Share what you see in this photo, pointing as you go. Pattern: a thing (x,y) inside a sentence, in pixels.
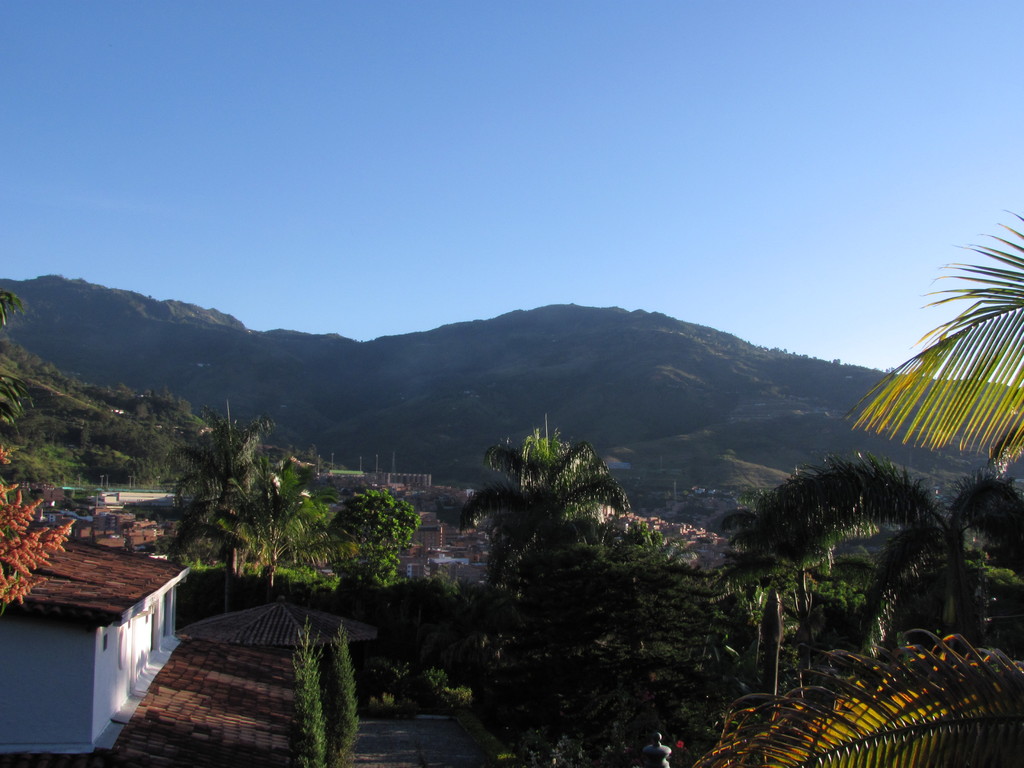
In this picture I can see on the left side (168,645) there is a house (249,648), in the middle (499,506) there are trees (635,590). At the back side (578,406) there is a hill (578,406), at the top (581,108) it is the sky (581,118).
